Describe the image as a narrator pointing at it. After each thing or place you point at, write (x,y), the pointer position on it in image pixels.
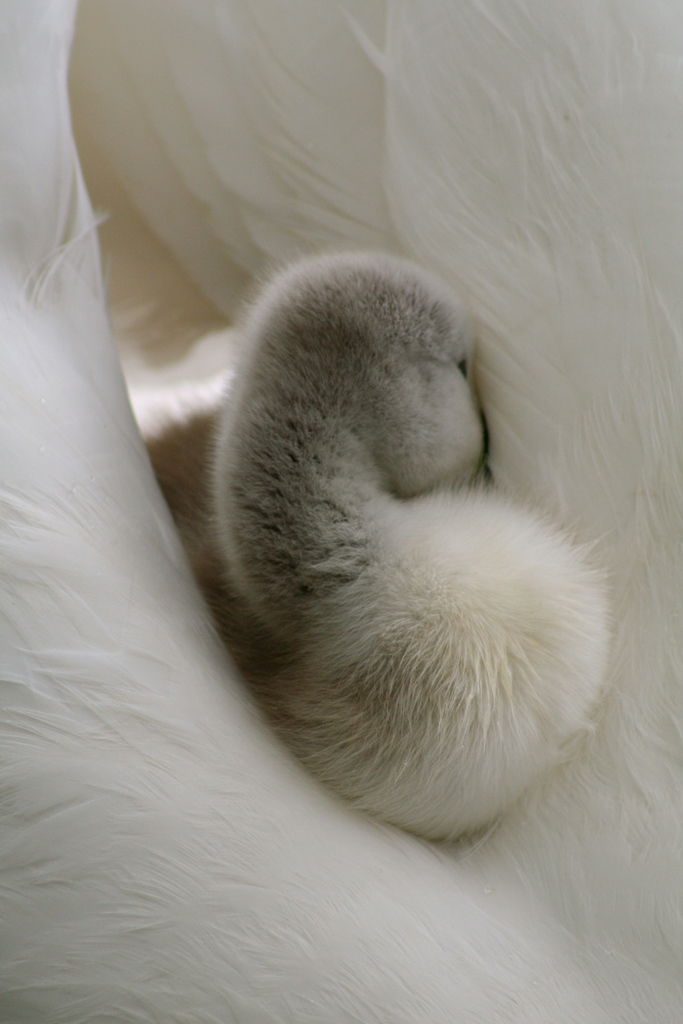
In this picture I can see the small baby swan (409,521) in the feathers (454,914).
